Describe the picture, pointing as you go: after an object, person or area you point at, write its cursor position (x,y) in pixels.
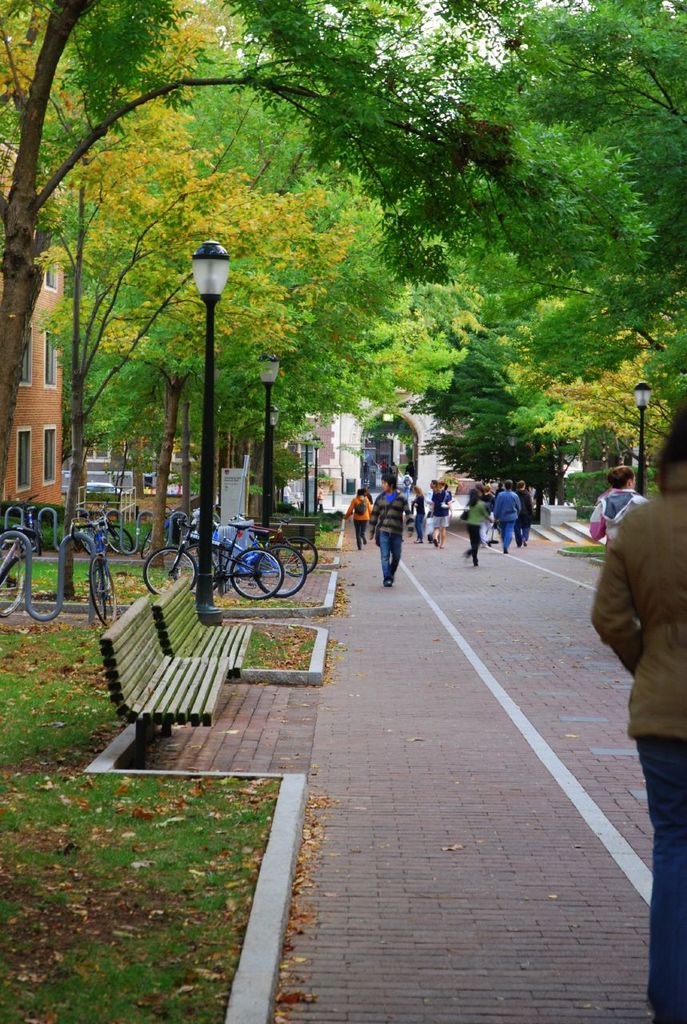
In this image I can see number of trees (486,364), few buildings (26,459), few bicycles (275,525), few benches (112,659), grass (108,936), white lines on this road (487,705) and here I can see number of people (672,776) are walking.
